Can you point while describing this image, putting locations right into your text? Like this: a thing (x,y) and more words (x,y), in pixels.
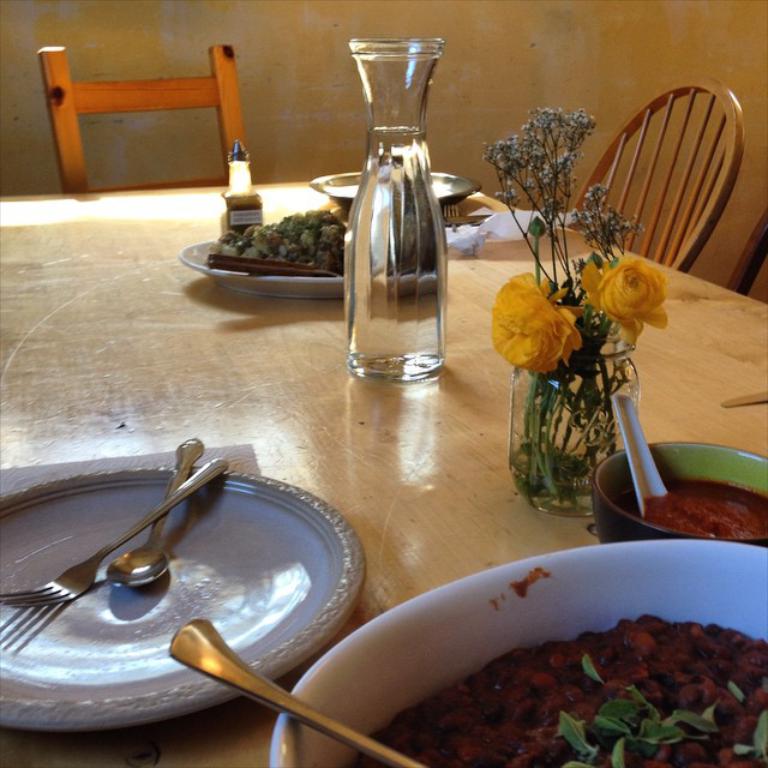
In this image we can see plates (20,568), forks (173,493), spoons (173,493), bowls (453,621) with food items (720,679), flower vase (542,411), glass jar (360,272) with water (414,271) and a few more things (248,174) are kept on the wooden table (301,455). In the background (732,190), we can see chairs (721,162) and the wall (469,93).
